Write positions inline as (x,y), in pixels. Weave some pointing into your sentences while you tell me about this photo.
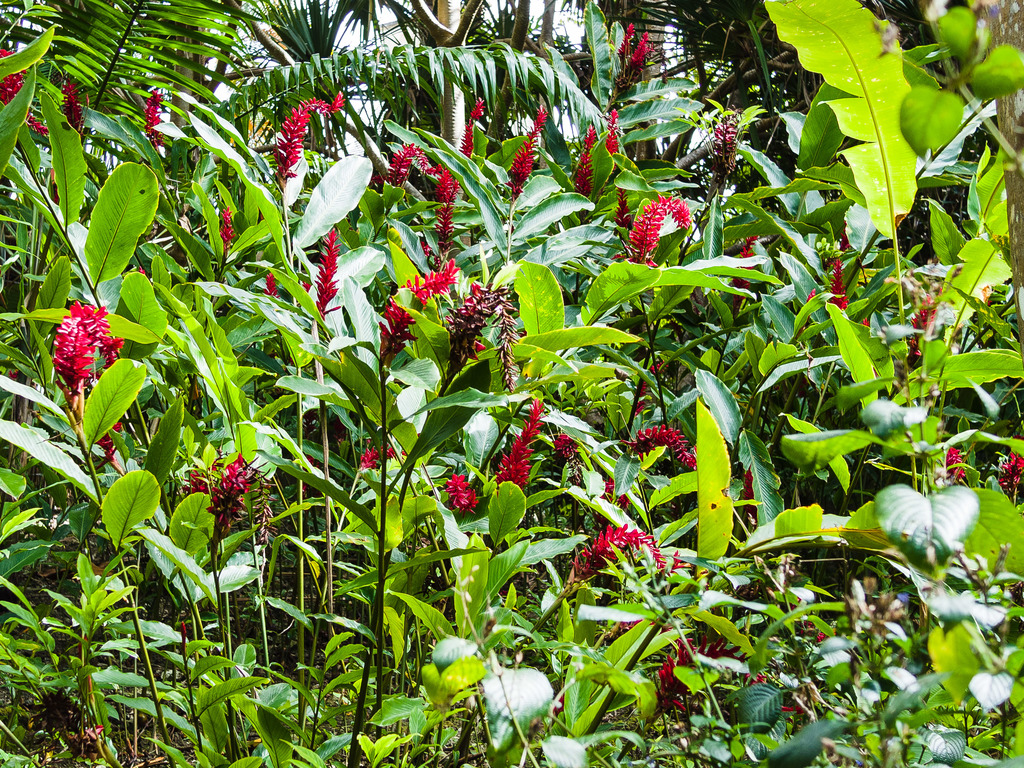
The picture consists of plants (485,396) and flowers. At the top (331,22) there are trees (440,65).
